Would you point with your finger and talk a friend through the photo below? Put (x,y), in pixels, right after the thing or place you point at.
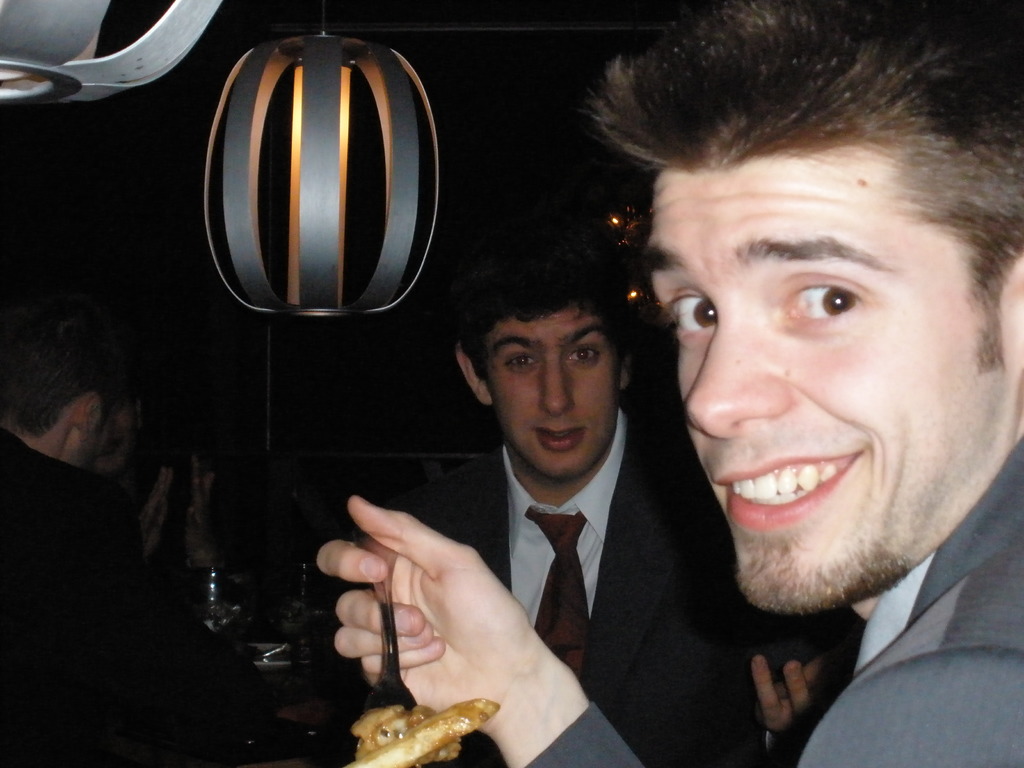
In this image there are four men (623,577) sitting, there is a man (760,460) holding a fork (387,601), there is a table (294,668), there are objects (291,629) on the table (326,677), there are lights (333,130) towards the top of the image (371,236), the background of the image (364,211) is dark.
